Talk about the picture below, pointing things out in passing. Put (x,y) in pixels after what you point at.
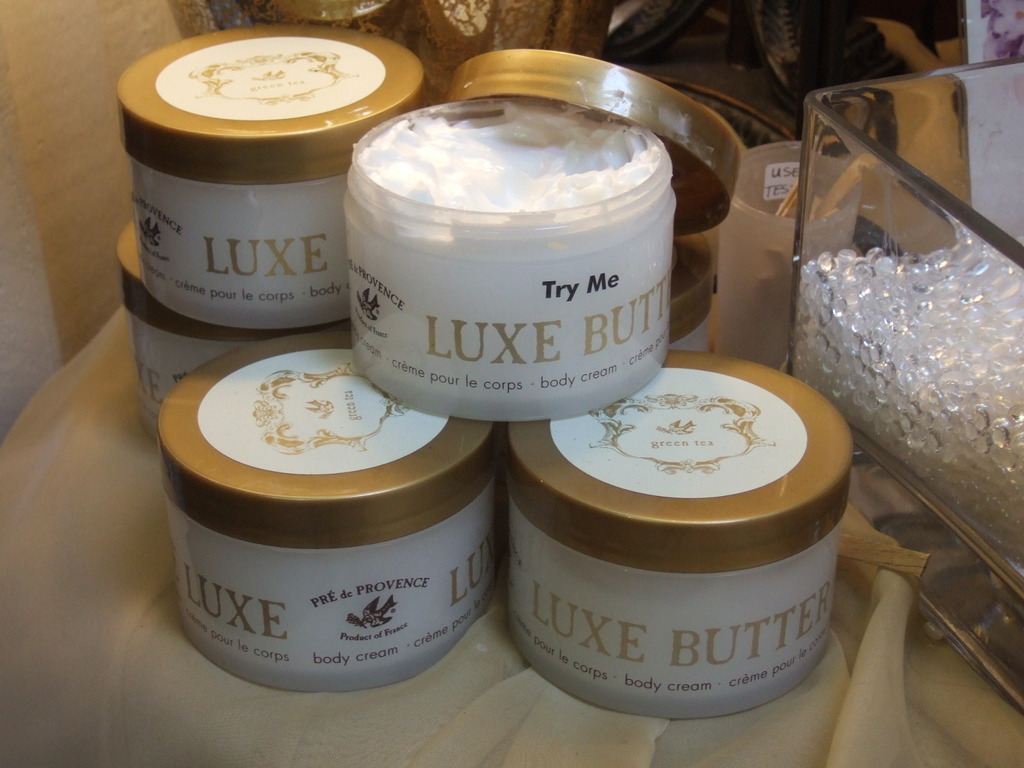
In this picture I can see the jars (585,387) and glass box (843,408) which are kept on the table (846,724). At the top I can see the gold objects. On the left (34,137) I can see the light beam (4,285) on the wall (45,170).
